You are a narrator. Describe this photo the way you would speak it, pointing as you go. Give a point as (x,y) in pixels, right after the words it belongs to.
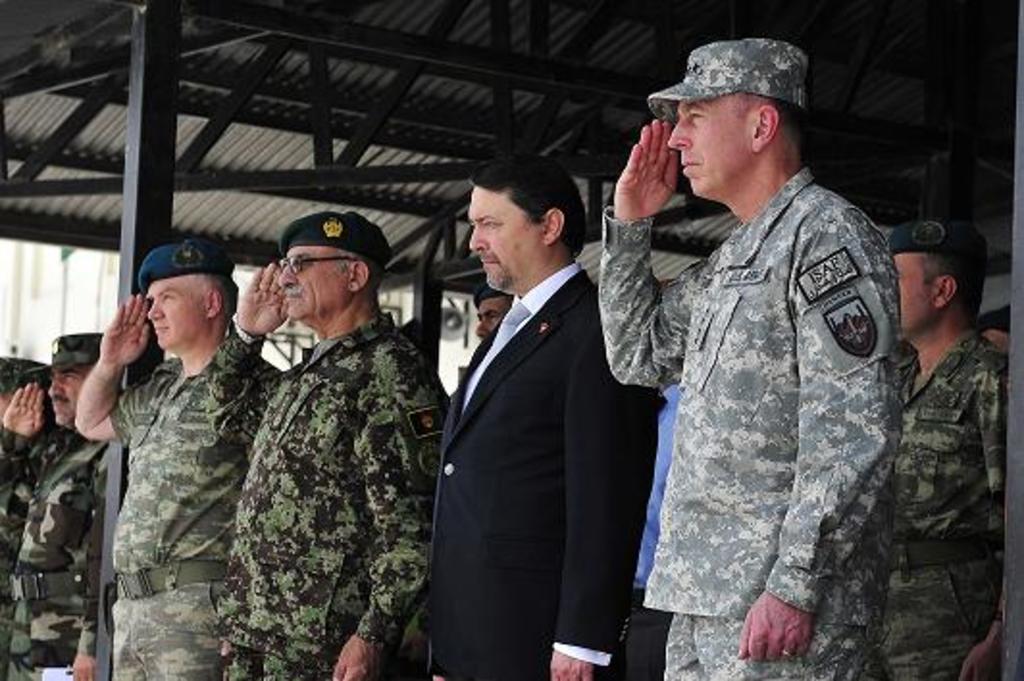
On the left side (295,294), there are persons (351,299) in uniform (73,351), standing and saluting. On the right side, there is a person (489,172) in a suit (577,416), standing and watching something. Beside him, there is another person (753,230) in uniform (830,231), standing and saluting. In the background (1014,283), there are other persons (655,464), pillars (1023,234), a roof (56,73) and a wall (102,289).
